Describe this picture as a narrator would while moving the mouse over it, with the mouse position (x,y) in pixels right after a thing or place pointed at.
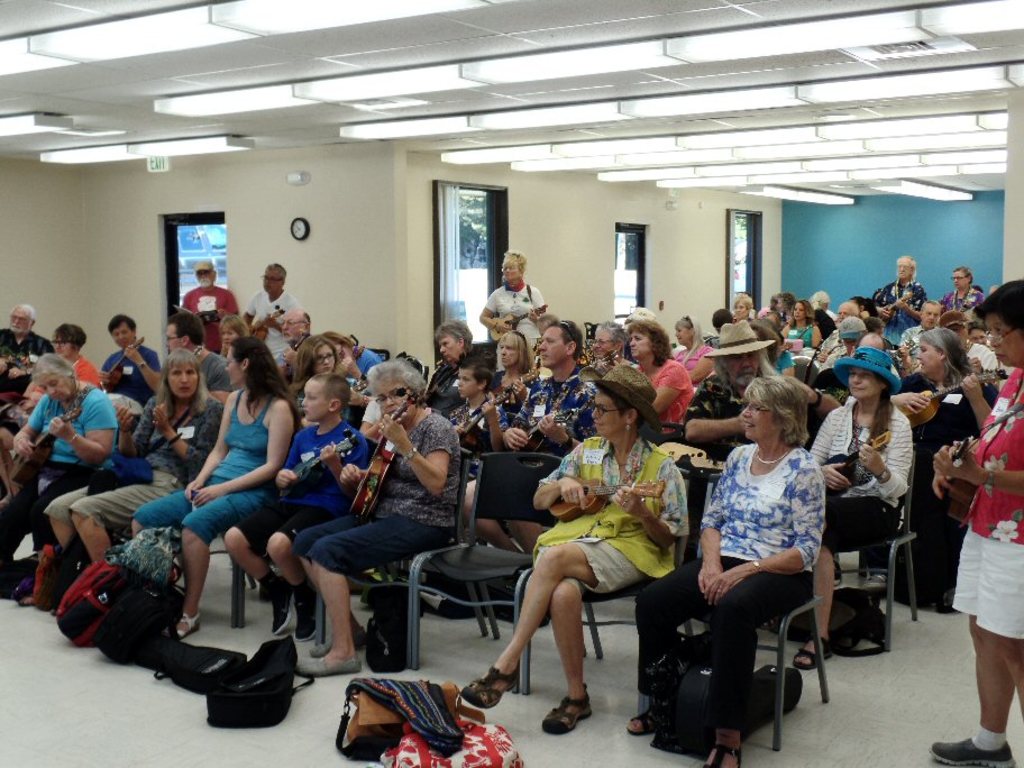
In this image, there are group of people (966,336) sitting on the chairs (516,561) and few people (513,309) standing. Among these people (612,584), I can see few people (318,414) are playing the musical instruments (386,479). I can see the bags (284,690), which are kept on the floor (932,620). There are windows (438,232) and a wall clock (298,232) are attached to the wall (334,226). At the top of the image (174,32), there are tube lights (197,35), which are attached to the ceiling (139,130).
